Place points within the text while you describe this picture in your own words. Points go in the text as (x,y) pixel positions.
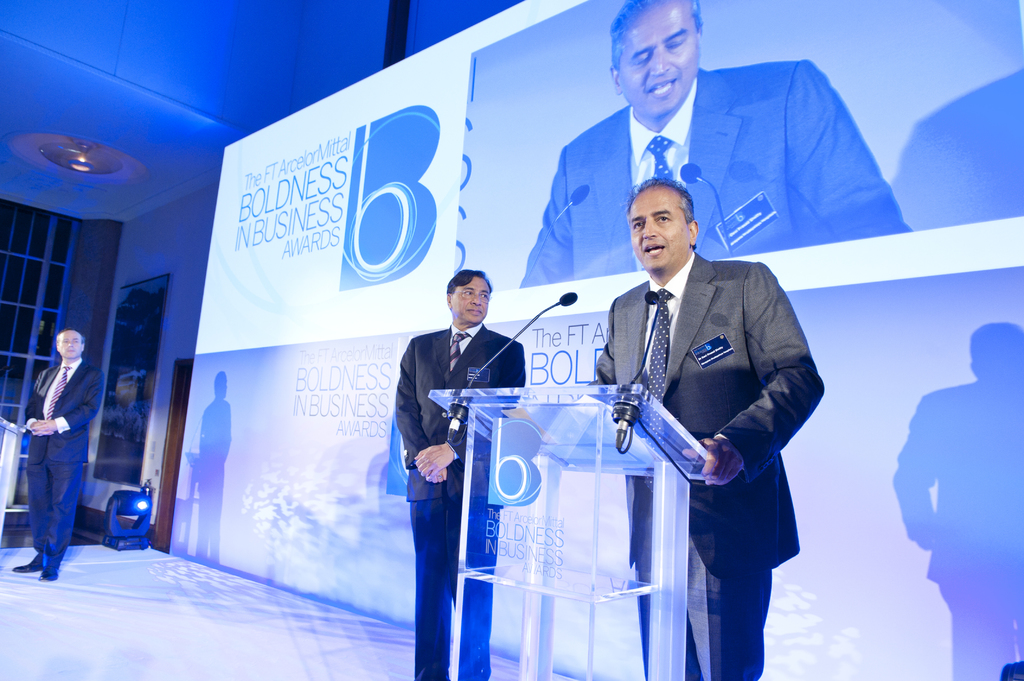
In this image we can see three people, among them one person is standing in front of the podium (529,491), on the podium (530,536), we can see two mics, in the background (479,168), we can see a poster (388,452) with some text (340,365) and images (369,238), on the left side of the image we can see a window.
